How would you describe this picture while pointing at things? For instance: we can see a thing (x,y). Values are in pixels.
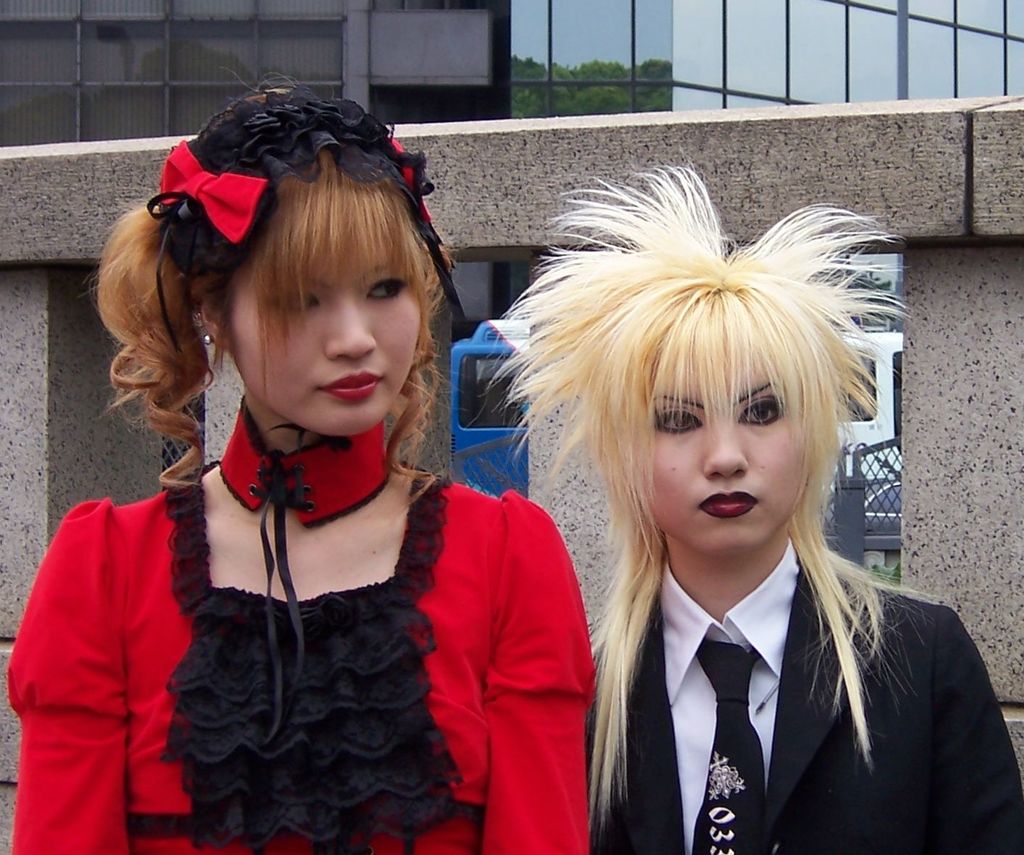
In this image I can see on the left side (234,283) there is a girl (332,656), she is wearing a red color dress (372,719). On the right side (910,833) there is a person (772,647), this person (795,718) is wearing a tie (749,764), shirt (765,708), coat (788,707). In the background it looks like a vehicle (897,343), at the top (25,80) there is the building (881,23).
